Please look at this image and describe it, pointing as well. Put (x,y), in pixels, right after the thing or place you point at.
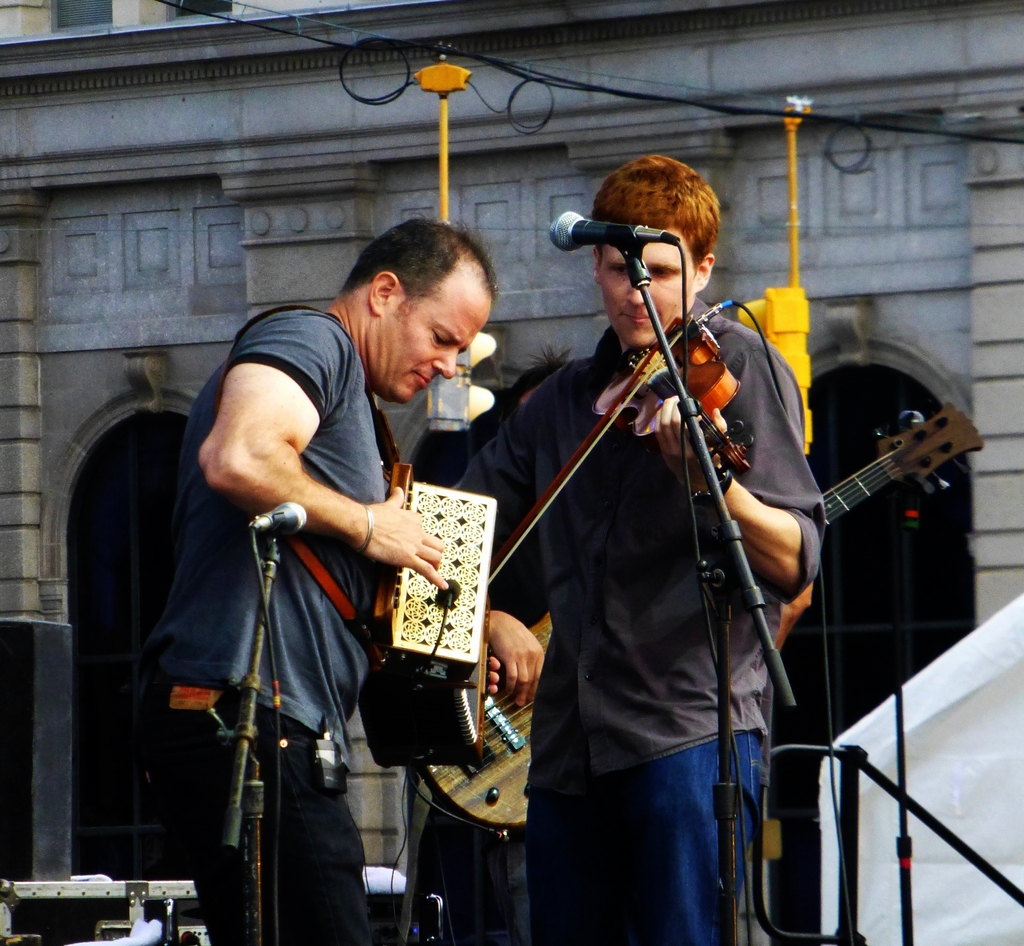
2 people (557,861) are standing. a person (635,487) at the right (706,541) is playing violin (654,418) and the person (265,665) at the left (264,554) is playing accordion (456,640). in front of them there are microphones (600,236) and behind them there is a building (125,227).
